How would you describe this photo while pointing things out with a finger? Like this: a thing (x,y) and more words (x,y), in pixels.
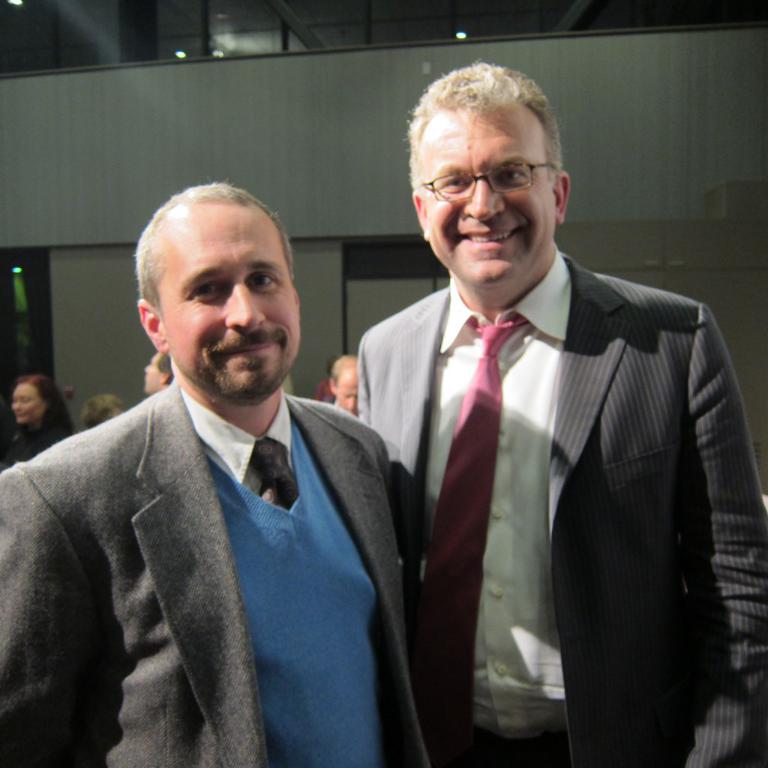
Front these two people (452,464) wore suits (393,476). Lights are attached to the ceiling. Background (40,418) there are people (49,415).
